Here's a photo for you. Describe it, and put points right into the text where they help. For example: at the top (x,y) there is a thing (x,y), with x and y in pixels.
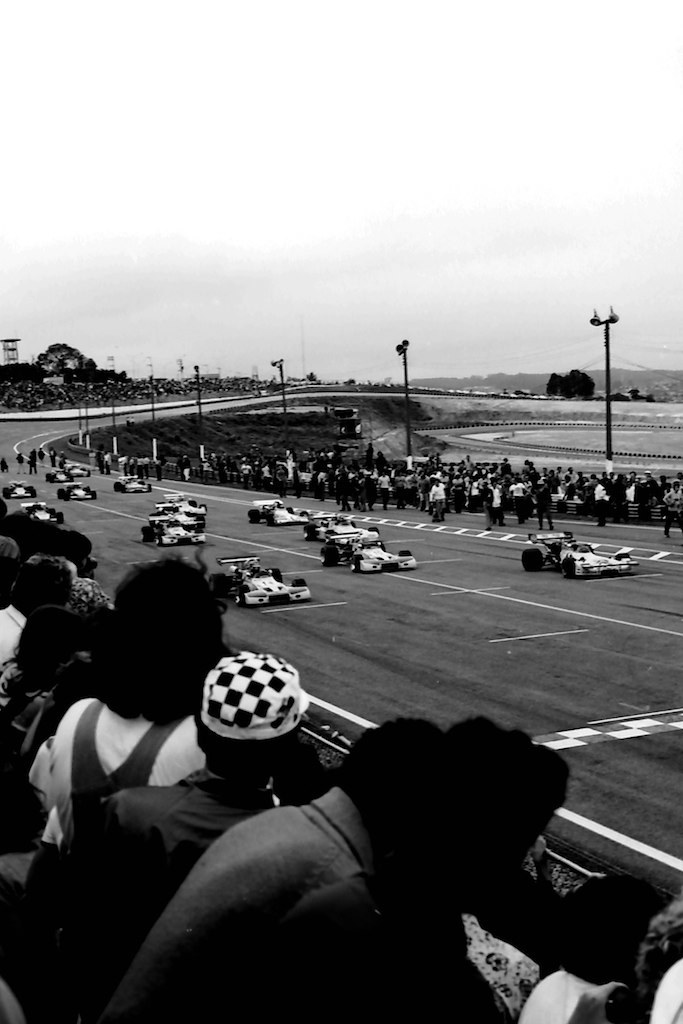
In this image we can see a group of vehicles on a road (451,590). On both sides of the vehicles (240,581) we can see a group of persons (386,746). Behind the vehicles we can see few poles (302,343) and trees (310,382). At the top (322,182) we can see the sky (271,45).
